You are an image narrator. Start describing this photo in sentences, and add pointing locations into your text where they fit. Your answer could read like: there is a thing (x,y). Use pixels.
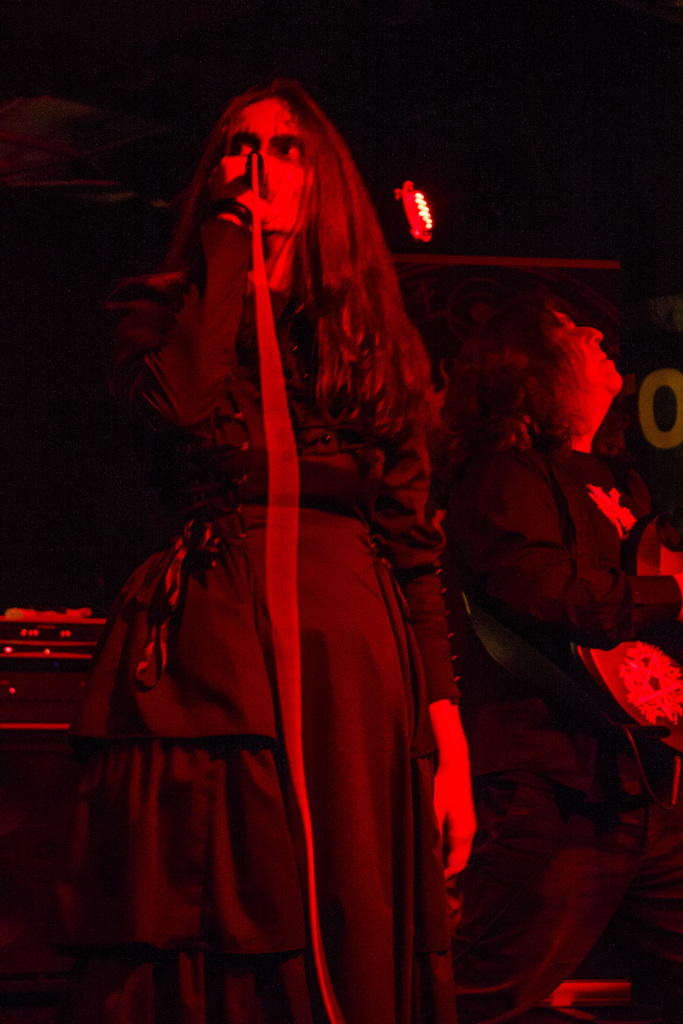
In this image I can see two people (437,580) with the dresses (415,577). I can see one person (385,551) holding the mic (271,414). In the back (424,228) I can see the light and there is a black background (543,124).
